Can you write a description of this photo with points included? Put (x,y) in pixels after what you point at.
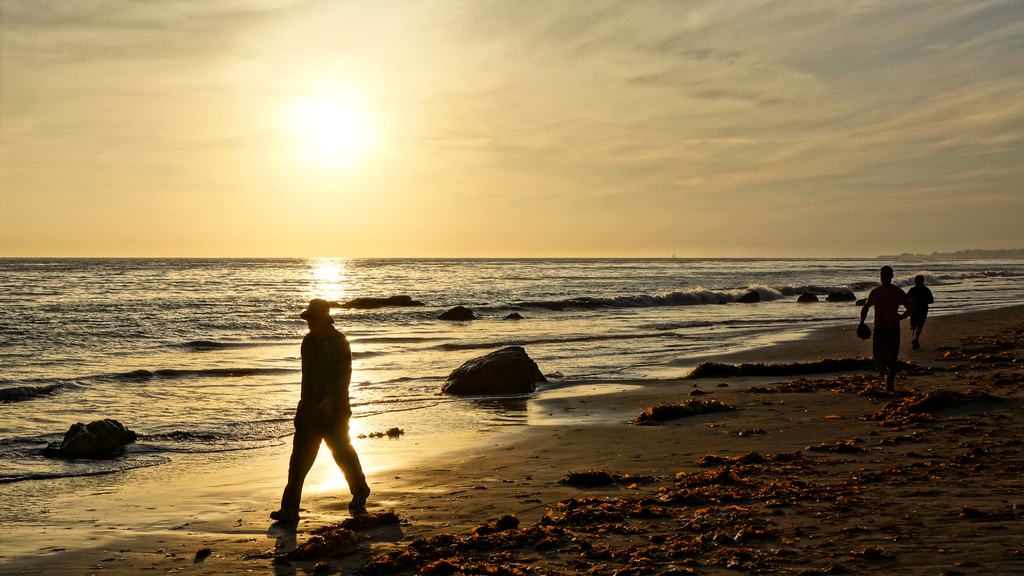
In this picture there is a man (312,395) walking. On the right side of the image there are two people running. At the back (415,321) there is water (429,282) and there are stones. At the top (660,124) there is sky (594,146) and there are clouds (683,146) and there is sun (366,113). At the bottom (725,537) there is sand (883,488) and there is seaweed (702,511).
